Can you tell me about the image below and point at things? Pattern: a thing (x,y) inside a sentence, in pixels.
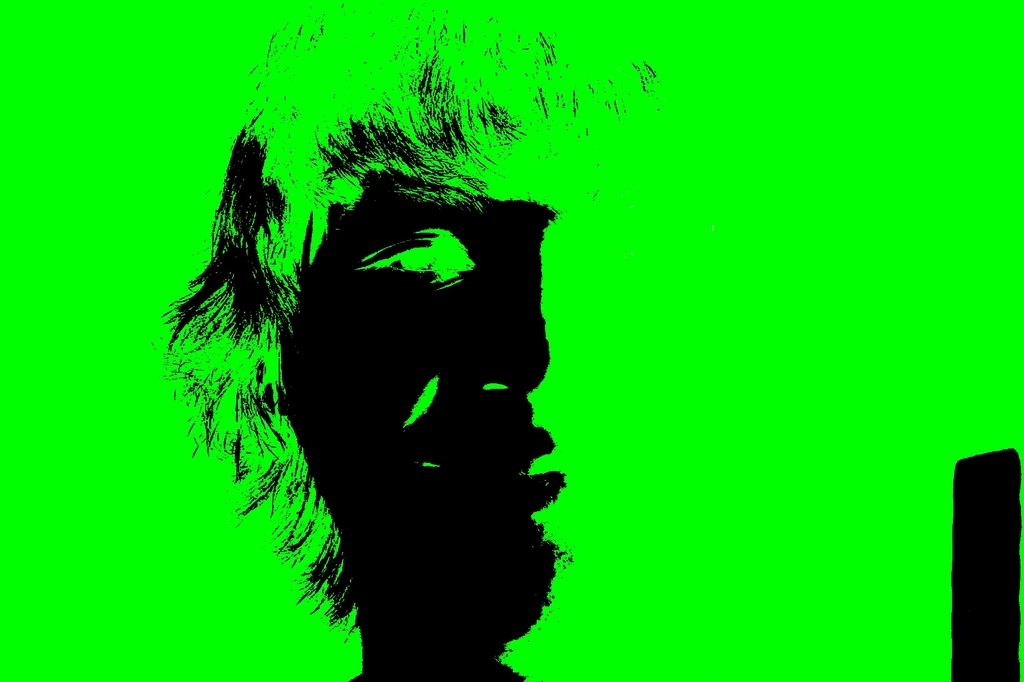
This is an edited image of a person (427,467) and behind the person (427,516) it is in green color.
